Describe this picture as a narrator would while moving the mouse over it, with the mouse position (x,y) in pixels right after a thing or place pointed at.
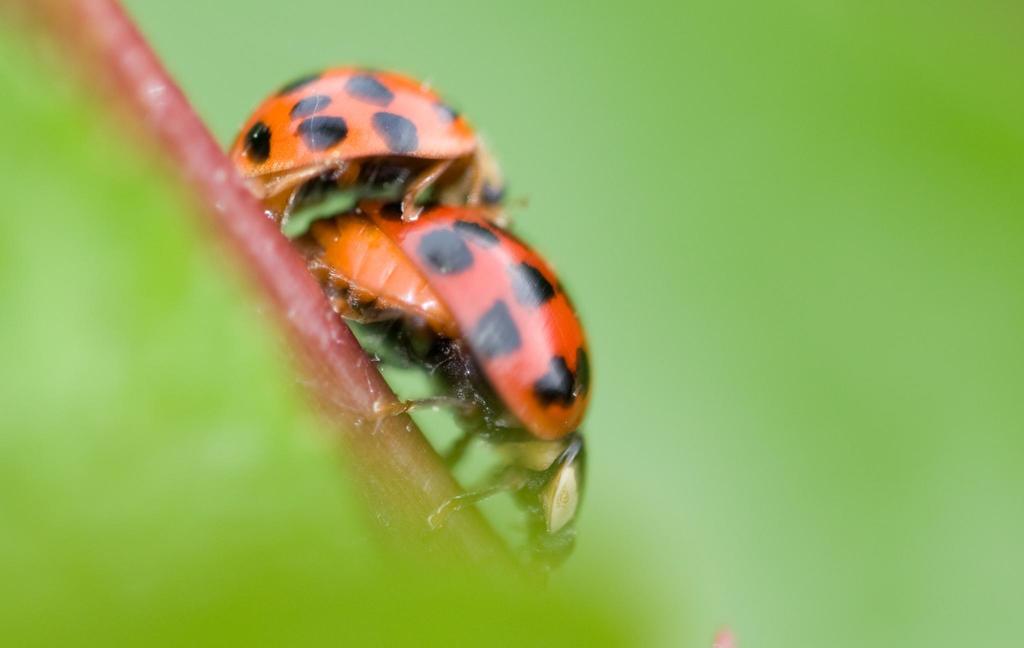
In this image we can see the insects (338,304) on the plant stem (335,328) and the background (888,199) is blurred.
